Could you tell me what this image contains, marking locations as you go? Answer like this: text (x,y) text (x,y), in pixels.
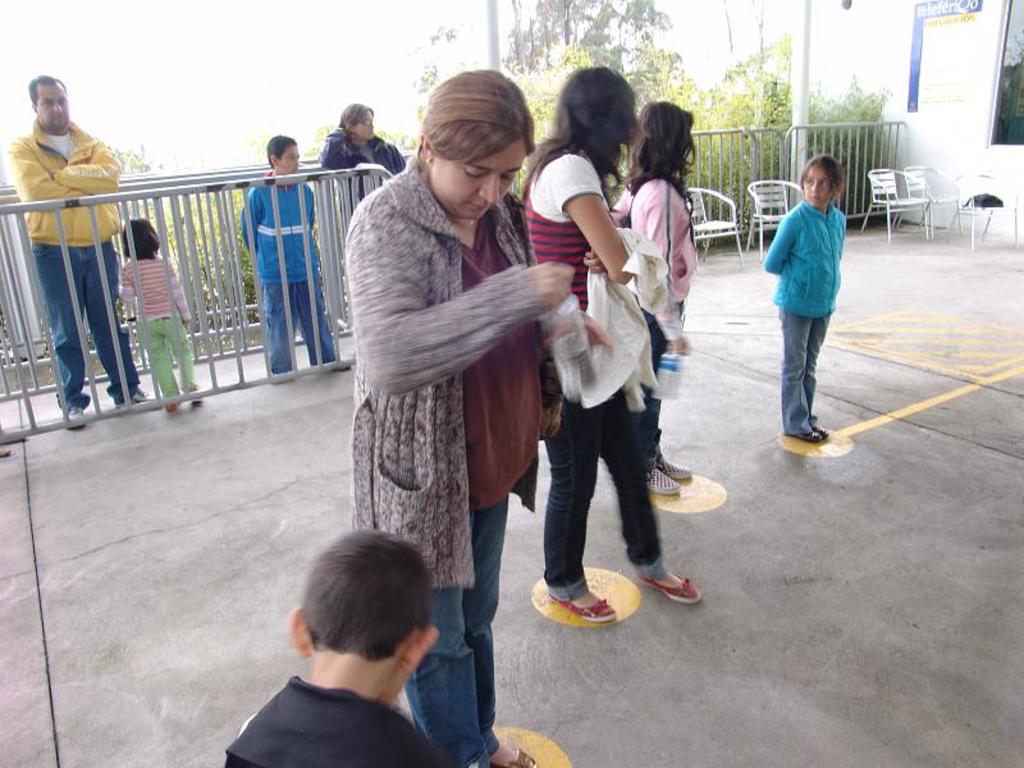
In this image there are people (433,210), railings (376,188), chairs (786,183), board (966,15), wall (944,168), poles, window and trees (173,240). Among them two people (513,256) are holding bottles (554,345).
